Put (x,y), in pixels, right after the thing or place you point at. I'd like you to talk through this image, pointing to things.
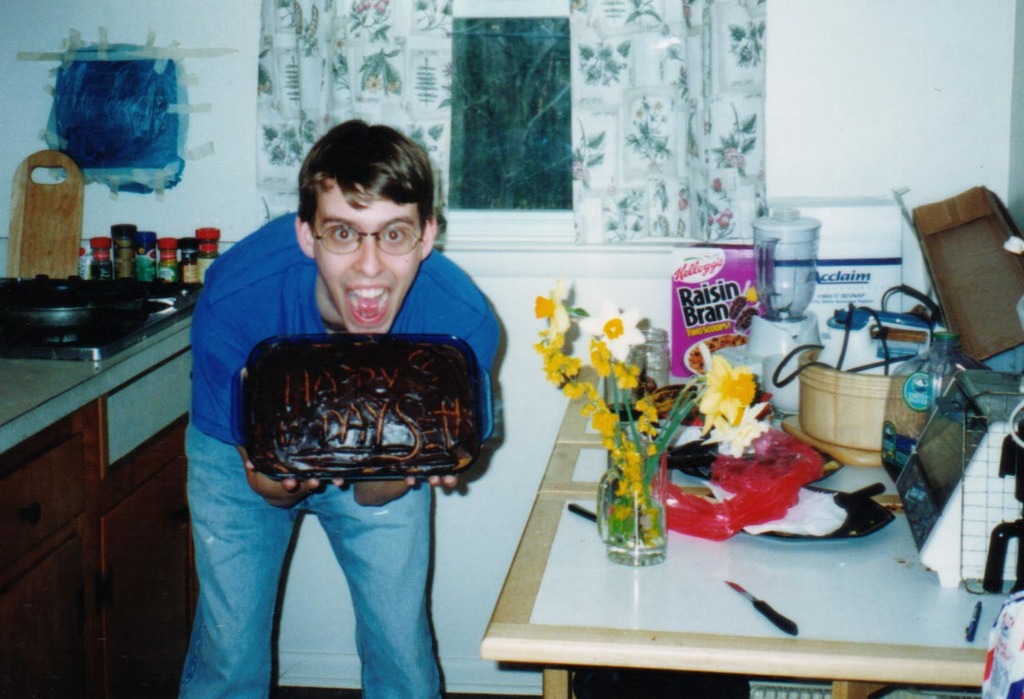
In this picture there is a boy (235,324) at the left side of the image (236,293) and he is holding a cake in his hands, and there is a table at the right side of the image (999,511) where there is a flower pot (701,383) and other kitchenware items (769,230) and there is a window (526,192) at the center of the image (493,240) behind the boy (372,129) and there is a counter (66,404) at the left side of the image (49,398).
